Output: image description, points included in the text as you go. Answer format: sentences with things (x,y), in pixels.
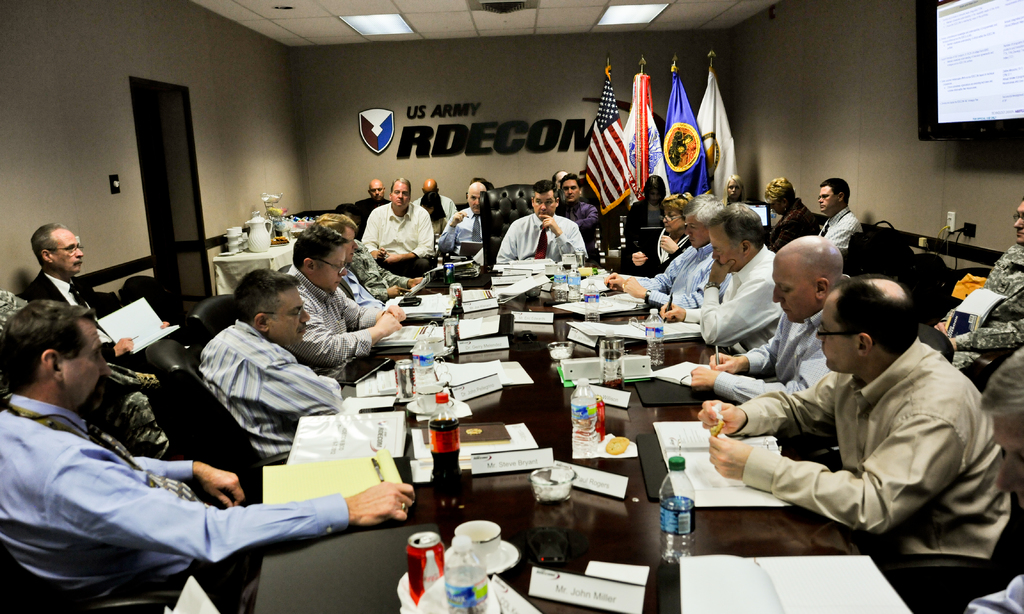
In the picture there is a room (179,229), in the room (244,10) there are people (390,314) sitting on the chairs (213,316) with the table (523,295) in front of them, on the table (595,545) there are many items (265,491) such as books (703,483), glasses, bottles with the liquid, bowls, name plates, there are poles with the flags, there is some text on the wall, there is a small table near the wall (183,31), on the table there is a jug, cups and some items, there are lights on the roof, there is a screen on the wall (772,56), there may be cable sockets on the wall (963,148).
